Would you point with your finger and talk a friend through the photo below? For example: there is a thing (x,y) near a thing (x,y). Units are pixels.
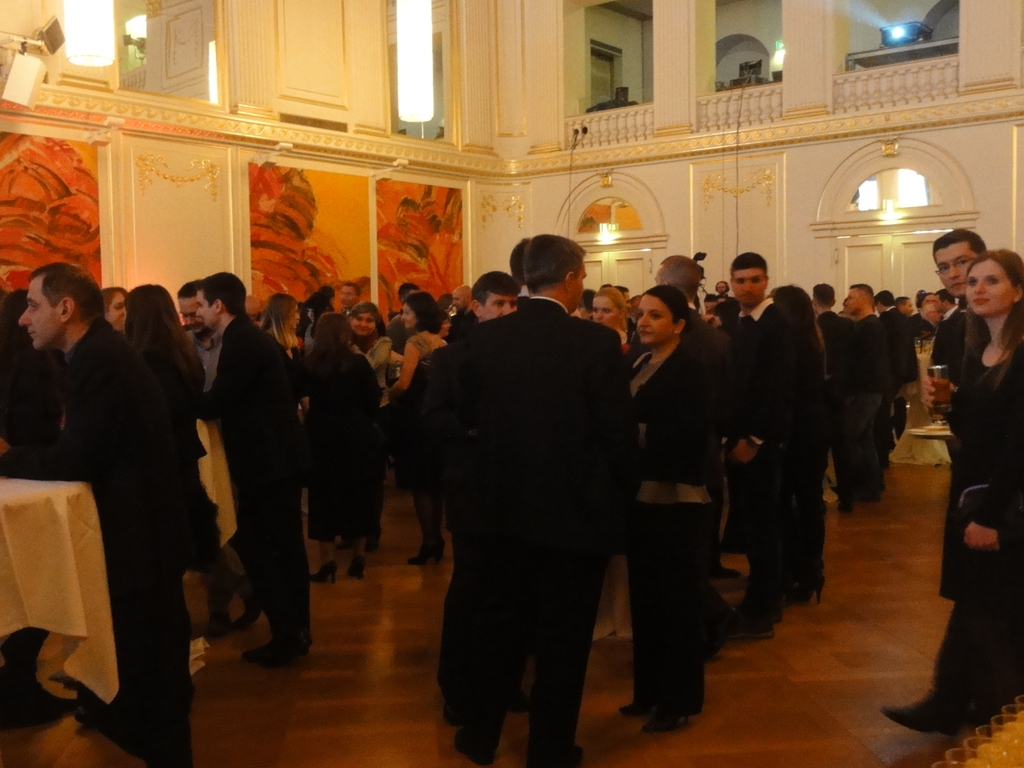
In this picture we can see a group of people (317,412) standing on the floor (400,547) and behind the people (359,544) there is a wall (467,208) with lights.
